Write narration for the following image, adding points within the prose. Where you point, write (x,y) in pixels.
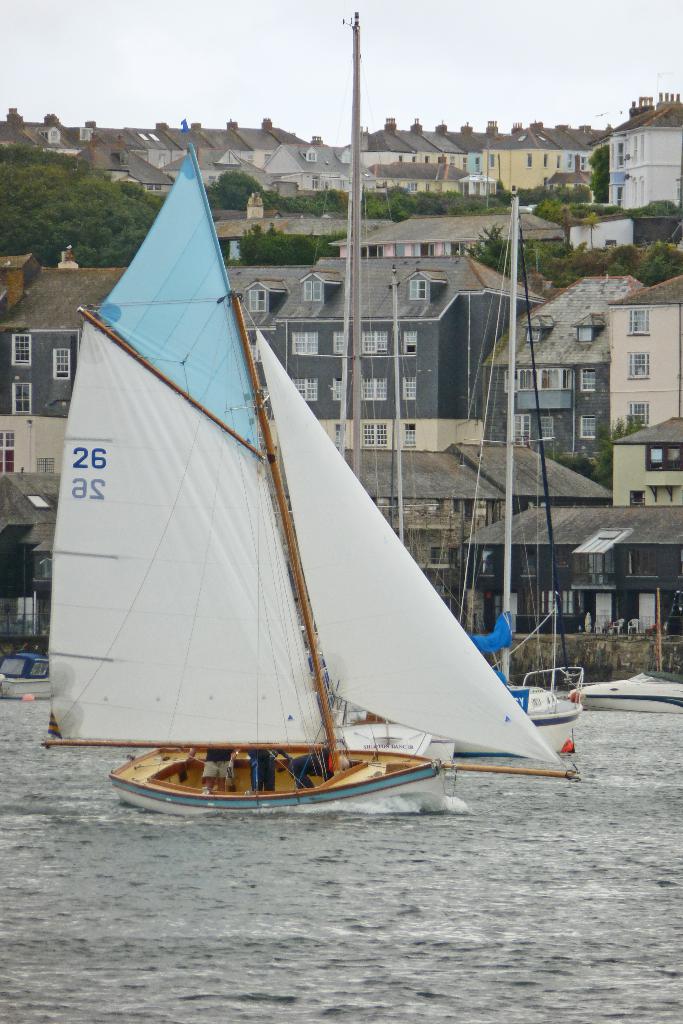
In this picture we can see there are some people (204,766) on the boat (150,739) and the boats (299,746) are on the water (458,795). Behind the boats (378,622) there are buildings (668,156), trees (81,176) and the sky (131,7).
